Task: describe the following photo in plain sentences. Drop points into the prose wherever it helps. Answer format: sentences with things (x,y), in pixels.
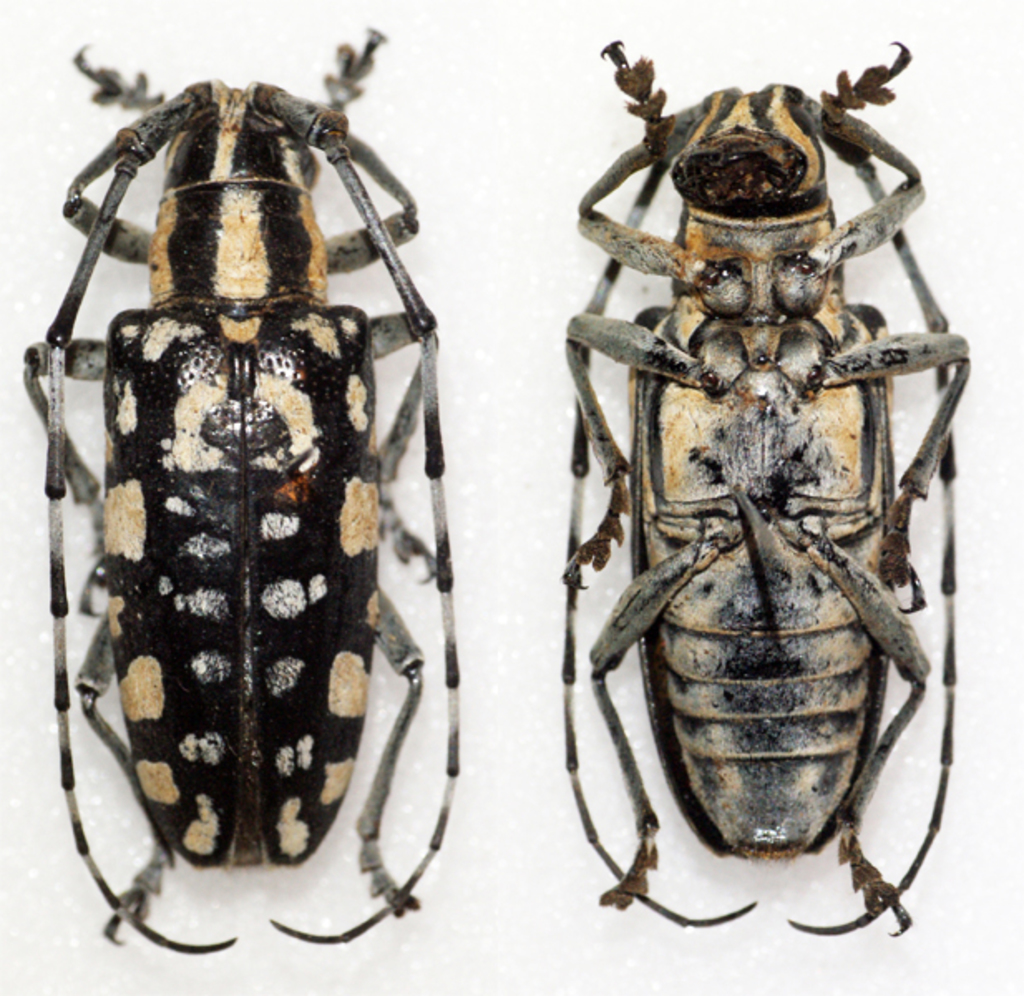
In this picture we can see two beetles (691,814) on a white surface (817,979).
